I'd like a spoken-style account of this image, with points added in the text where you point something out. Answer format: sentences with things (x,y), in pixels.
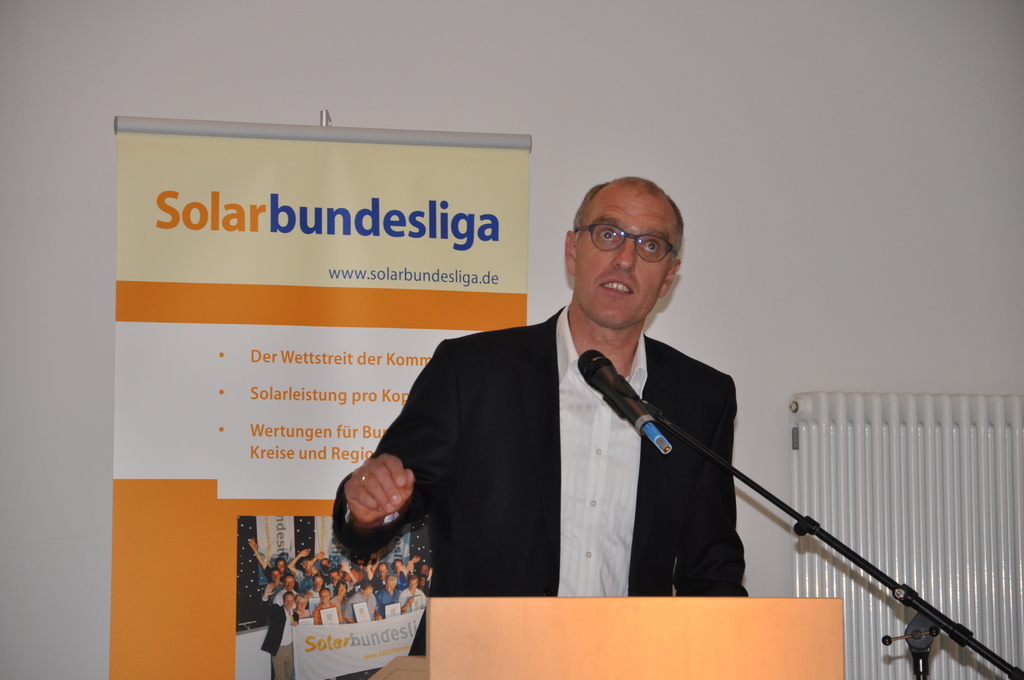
In this picture there is a man (632,476) who is standing near to the speech desk (561,649) and mic (642,409). Behind him there is a banner (392,335) which is placed near to the wall (576,127). In that banner (182,401) I can see the group of persons (304,581) who are holding a banner (359,635) and standing near to the wall (263,602). On the right (907,442) I can see some white object (924,445).
